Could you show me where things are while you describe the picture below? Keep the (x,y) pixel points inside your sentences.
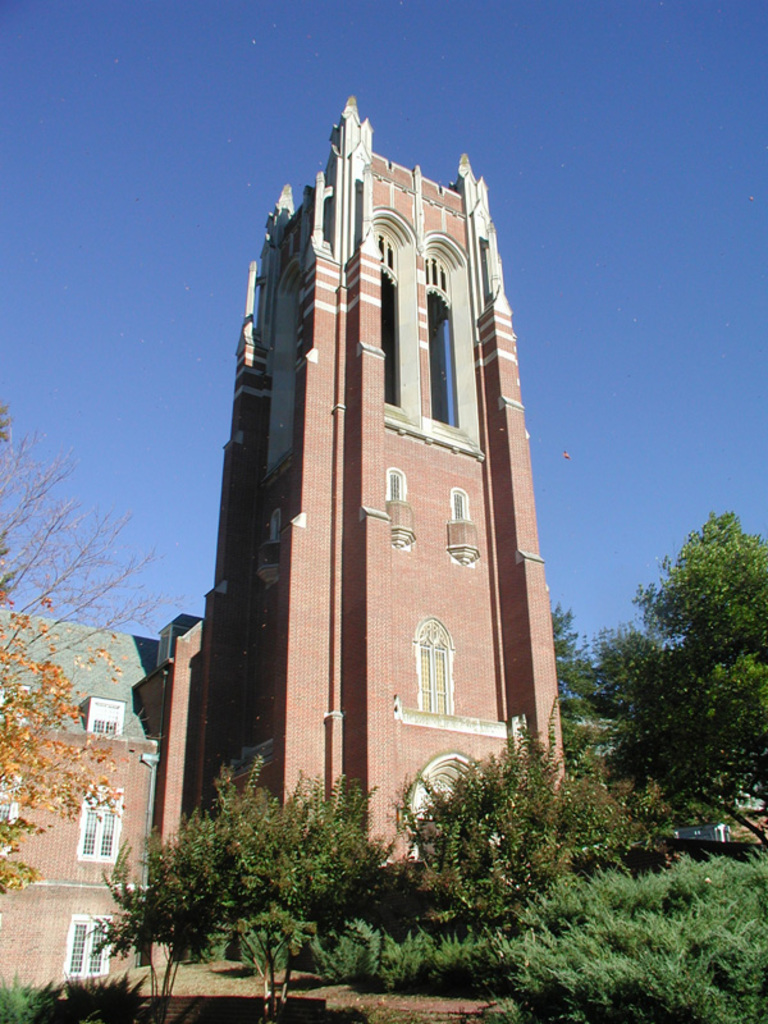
In this image there is a building (388,732), trees (299,840), plants (492,778), blue sky (356,25) and objects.
